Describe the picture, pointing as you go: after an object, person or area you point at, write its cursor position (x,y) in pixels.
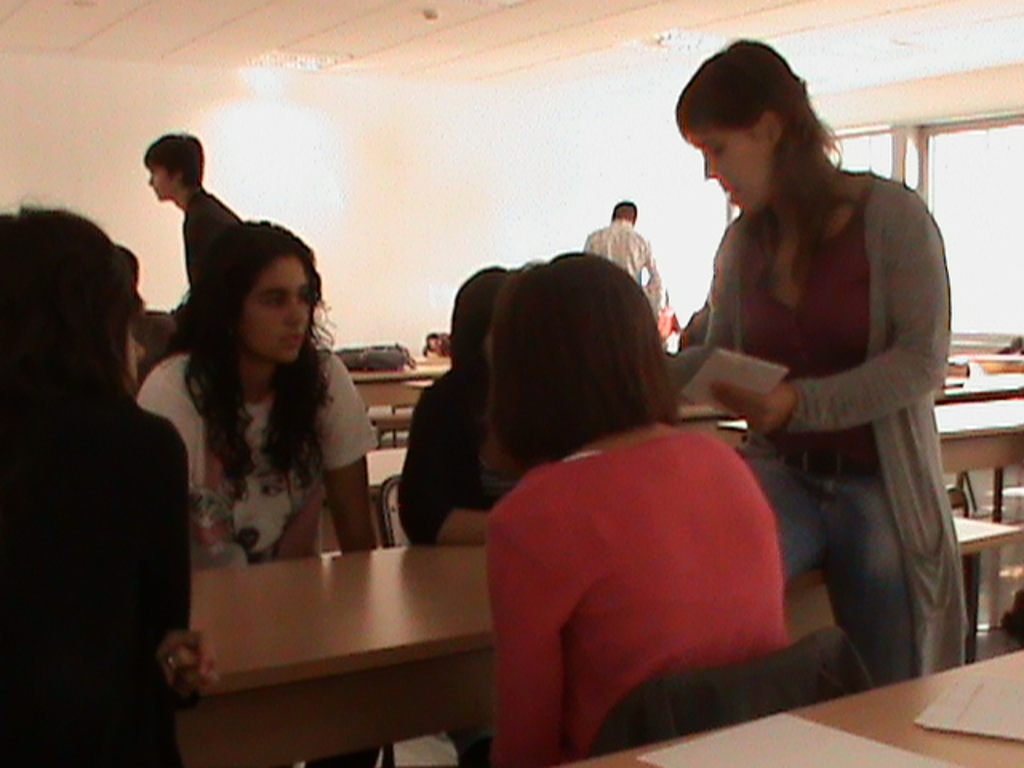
There are group of people (673,513) sitting on the either side and the women (804,369) in the right corner (836,327) is sitting on the table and there are few people (174,181) in the background (189,191).
